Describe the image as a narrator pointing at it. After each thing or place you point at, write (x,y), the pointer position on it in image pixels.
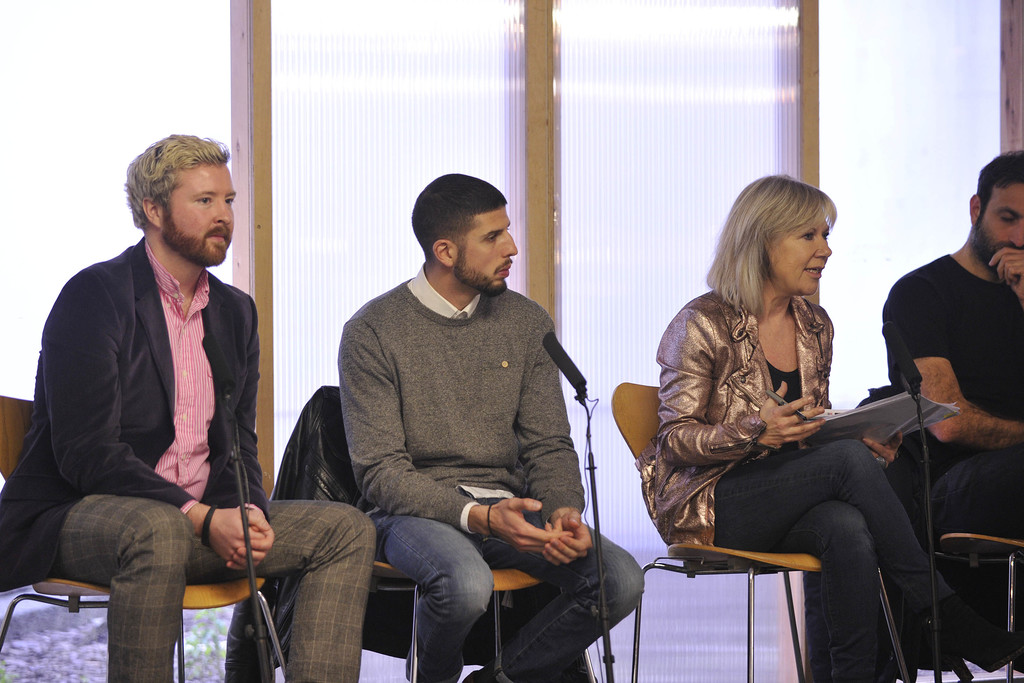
In the foreground of this image (719,416), there are four persons (787,365) sitting on the chairs (758,556) in front of mics (581,385). In the background (482,85), there is a glass wall (583,87).
